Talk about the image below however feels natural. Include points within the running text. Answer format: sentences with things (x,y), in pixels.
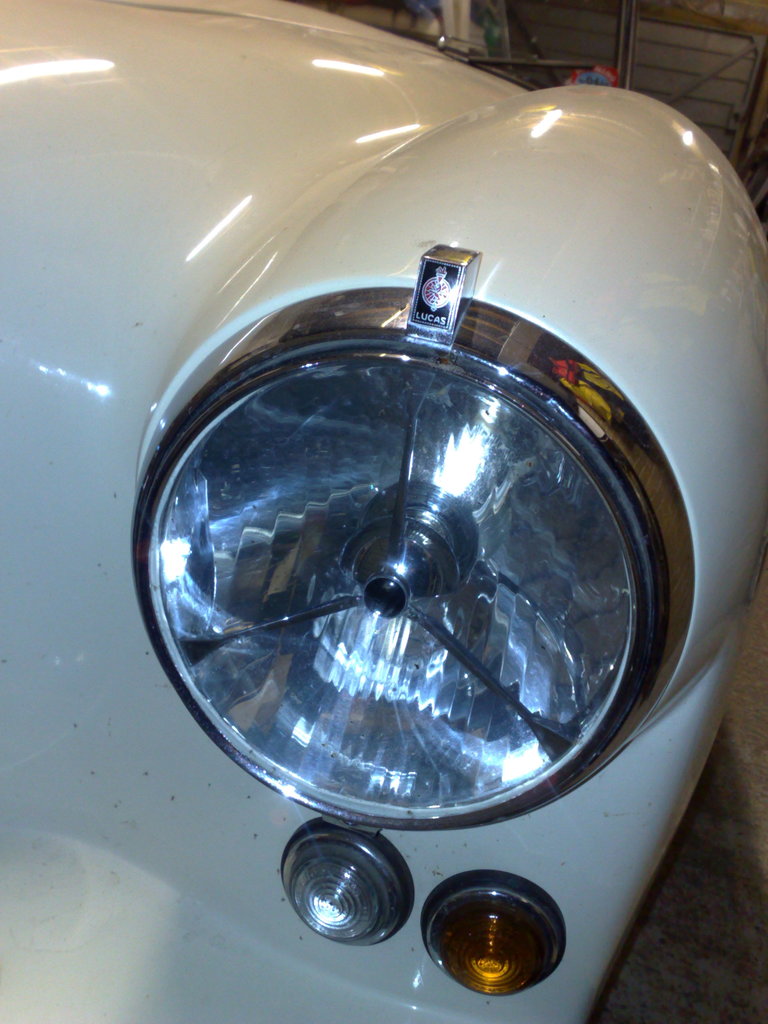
In this picture I can observe headlight (311,679) of a vehicle (455,519). The vehicle (338,162) is in white color. In the bottom of the picture (332,931) I can observe two small lights (380,909).
